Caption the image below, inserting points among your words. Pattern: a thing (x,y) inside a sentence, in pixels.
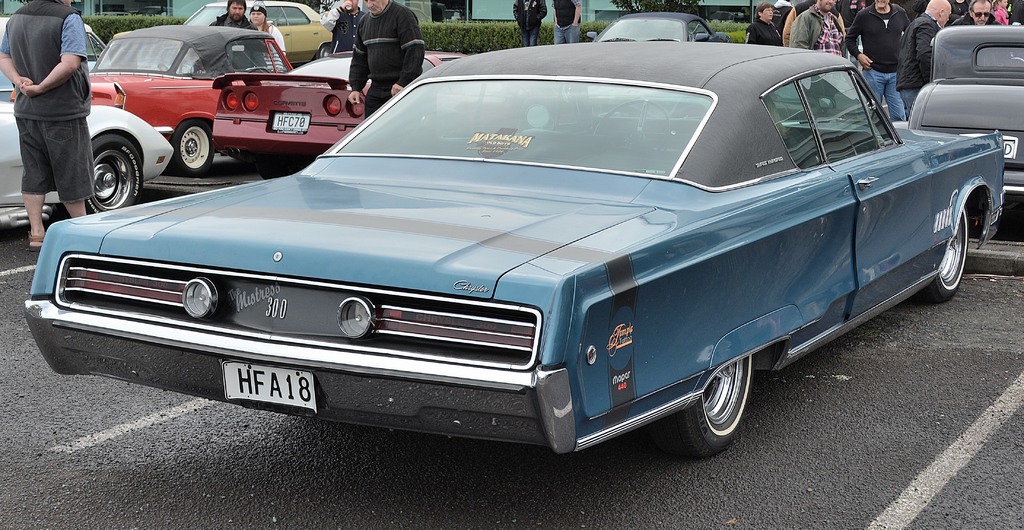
In the center of the image (421,209) we can see some cars (296,133) and some persons (871,67) are there. At the bottom of the image (927,465) a road (520,475) is there. At the top of the image (453,36) bushes (507,32), plants (478,42) are present.
